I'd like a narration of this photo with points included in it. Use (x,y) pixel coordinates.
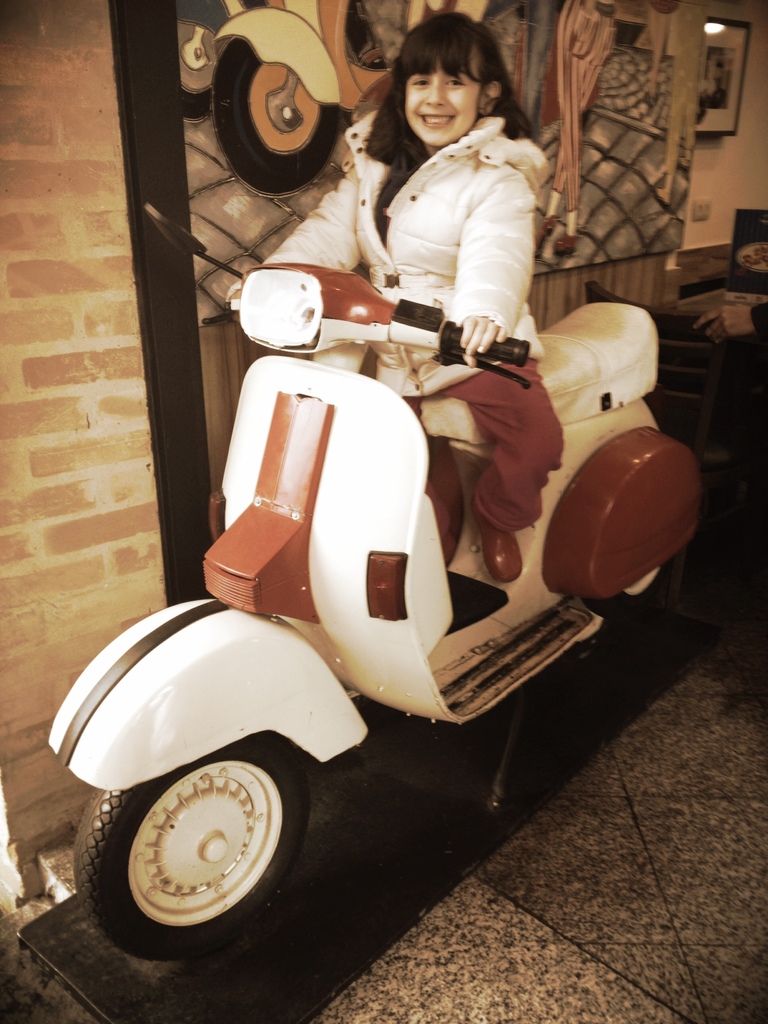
In this image we can see a girl (467,246) wearing white jacket (454,313) is sitting on a motorcycle (458,608) placed on the floor (478,1000). In the background (723,322), we can see a chair (699,386), person's hand (742,329) and a photo frame (713,91) on the wall (589,121).
